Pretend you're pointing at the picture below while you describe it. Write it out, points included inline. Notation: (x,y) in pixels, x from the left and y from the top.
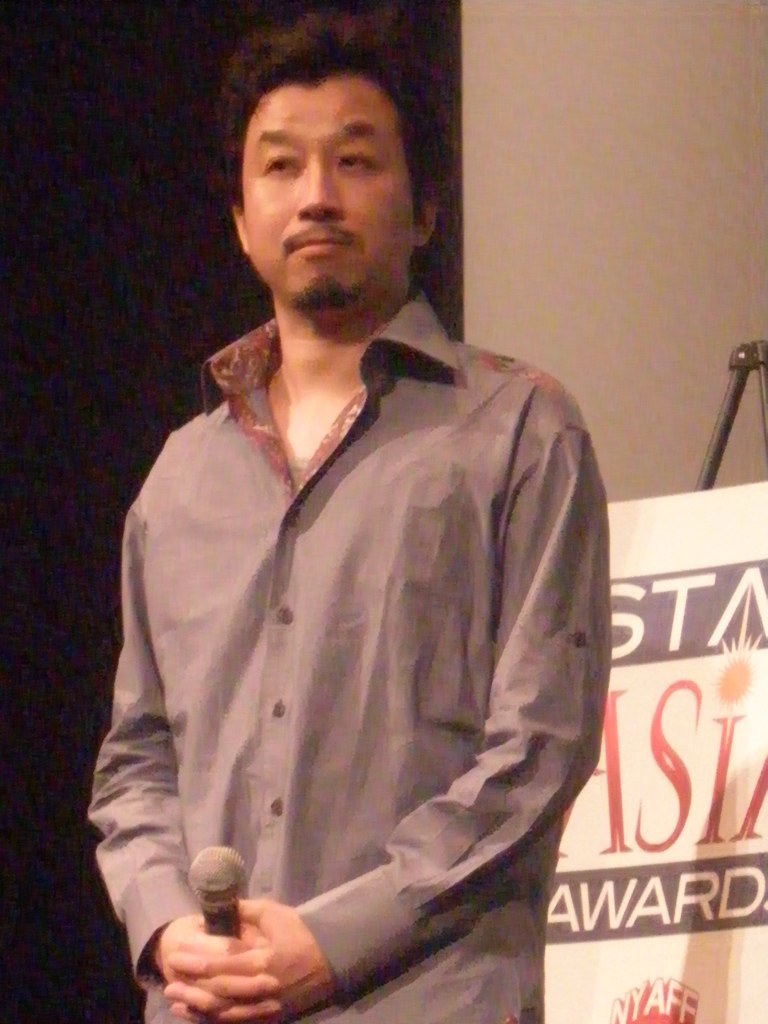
In this image there is a person (376,502) standing. There is a mike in his hands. There is a black color background (26,43) on the left side (155,270). There is a wall (545,263). There is a board (716,509) on the right side (671,799).
